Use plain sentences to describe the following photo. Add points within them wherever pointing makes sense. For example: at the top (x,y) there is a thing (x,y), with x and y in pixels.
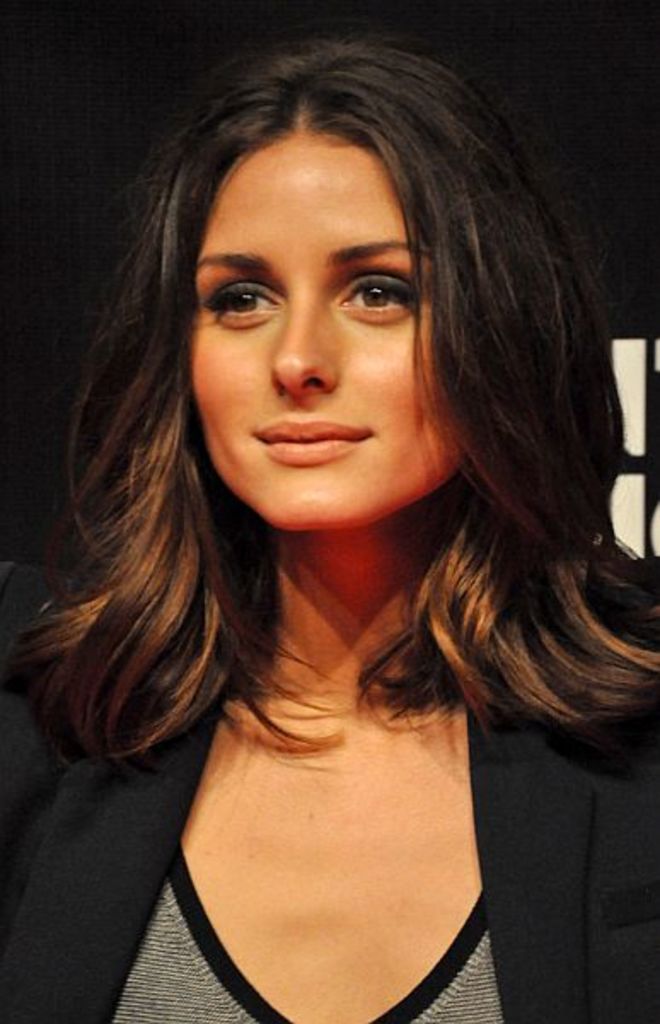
In this picture we can see a woman (121,421) wearing black coat (553,794), smiling and giving a pose into the camera.
